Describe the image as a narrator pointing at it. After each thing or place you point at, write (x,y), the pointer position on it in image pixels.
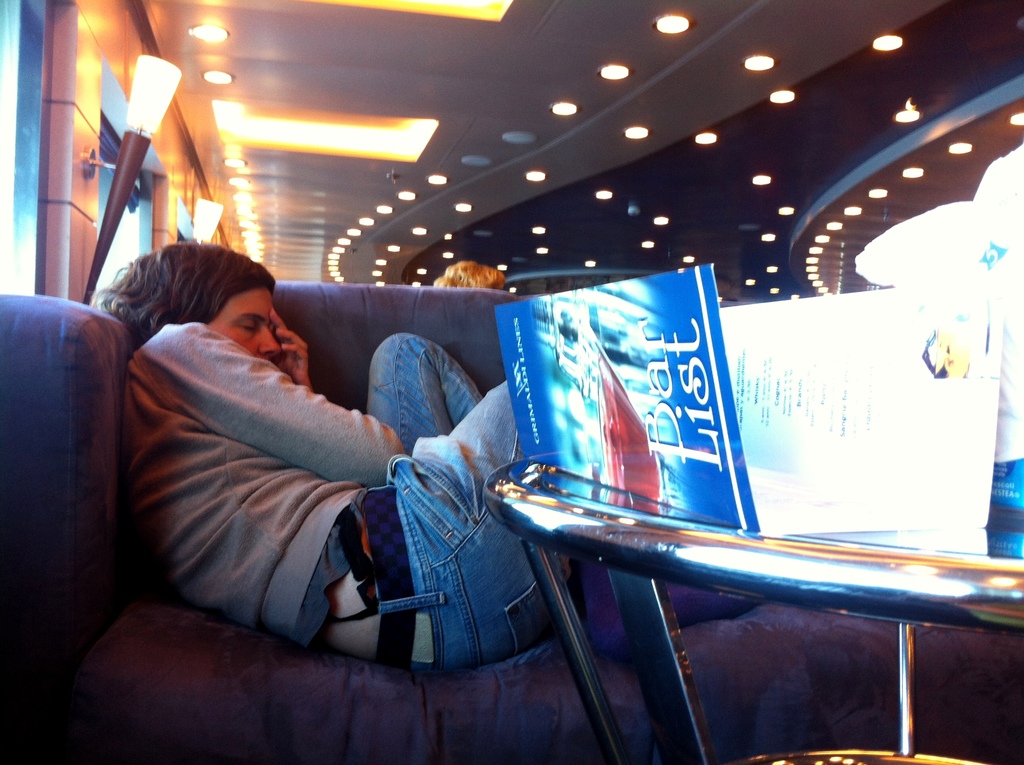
In the image we can see a person (329,537) wearing clothes (317,554) and the person (314,449) is lying on the sofa (259,642). There is a sofa (237,663), light (134,105) and a table (787,556). On the table (800,554) we can see there are other objects (843,438).
